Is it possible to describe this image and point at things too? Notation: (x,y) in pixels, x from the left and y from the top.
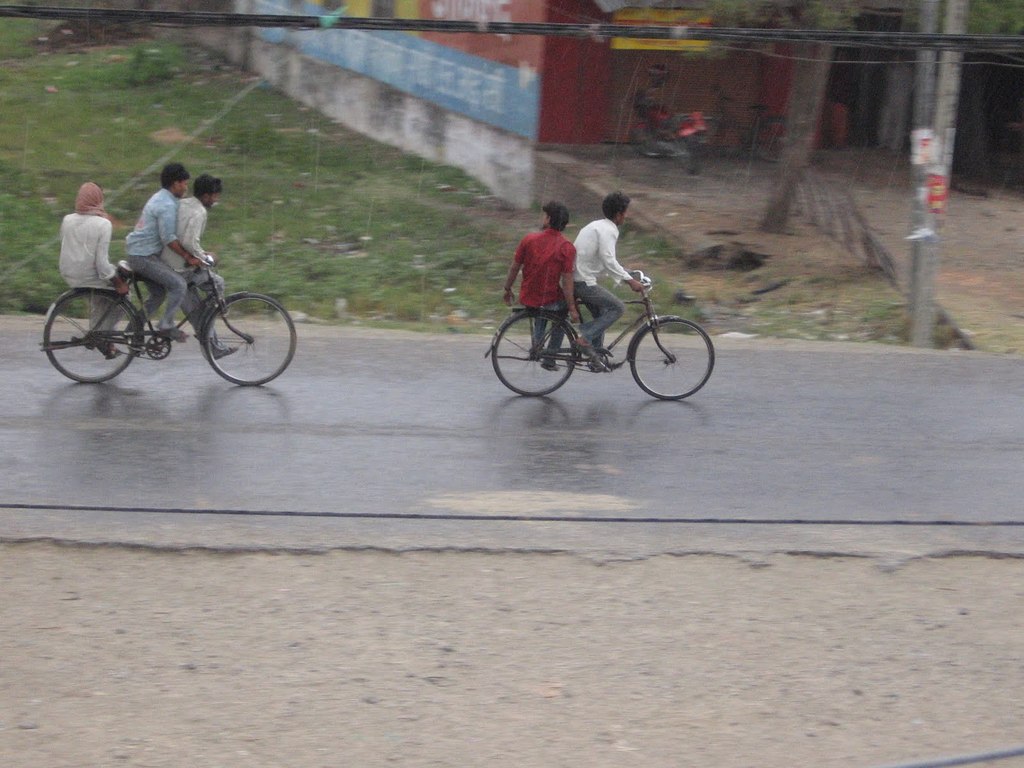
The person (601,248) wearing a white shirt (603,254) is riding a bicycle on a rainy road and there is other person (573,260) sitting behind him and the person (168,216) wearing blue shirt (158,219) is riding a bicycle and there is a person (185,218) in front and behind him.
